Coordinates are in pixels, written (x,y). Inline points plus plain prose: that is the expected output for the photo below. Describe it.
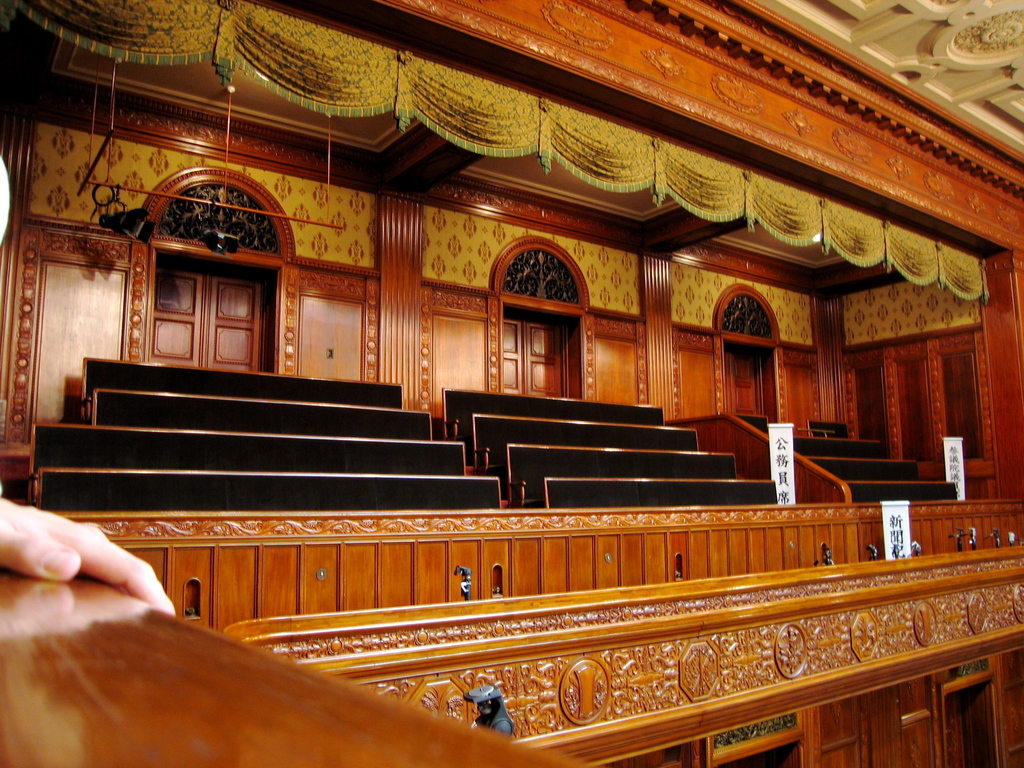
In this picture I can see the inside view of a building (948,141) and on the left bottom of this picture (35,545) I can see person's hand (80,559) on the brown color thing (117,667). In the middle of this picture (619,452) I can see number of benches (556,490), 3 white color things (951,442) on which there is something written and I see 3 doors (520,382). On the top of this picture (123,8) I can see the curtain (684,185) and I can see the wall (91,161) on which there are designs (241,148).
